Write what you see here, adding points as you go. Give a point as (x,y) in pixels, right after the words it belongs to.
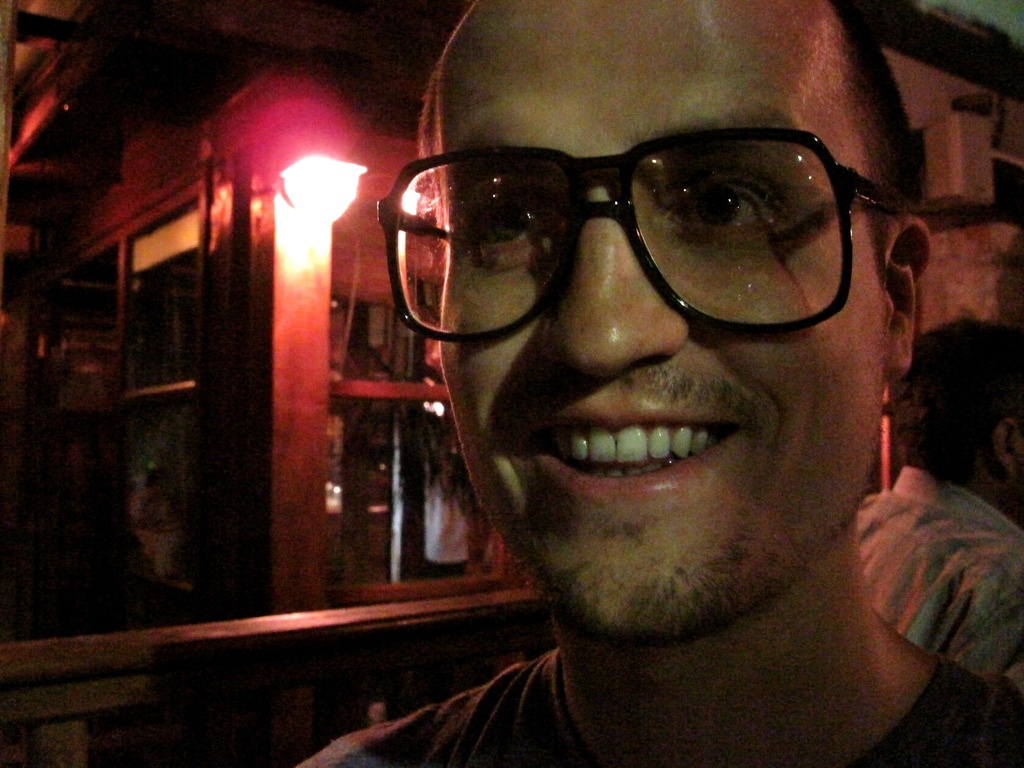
On the right side (805,689), there is a person (961,681) wearing a spectacle (833,280) and smiling. Behind him, there is another person (992,457). In the background (358,112), there are windows (177,295), a light (312,174), a roof (120,102) and other objects (321,528).
